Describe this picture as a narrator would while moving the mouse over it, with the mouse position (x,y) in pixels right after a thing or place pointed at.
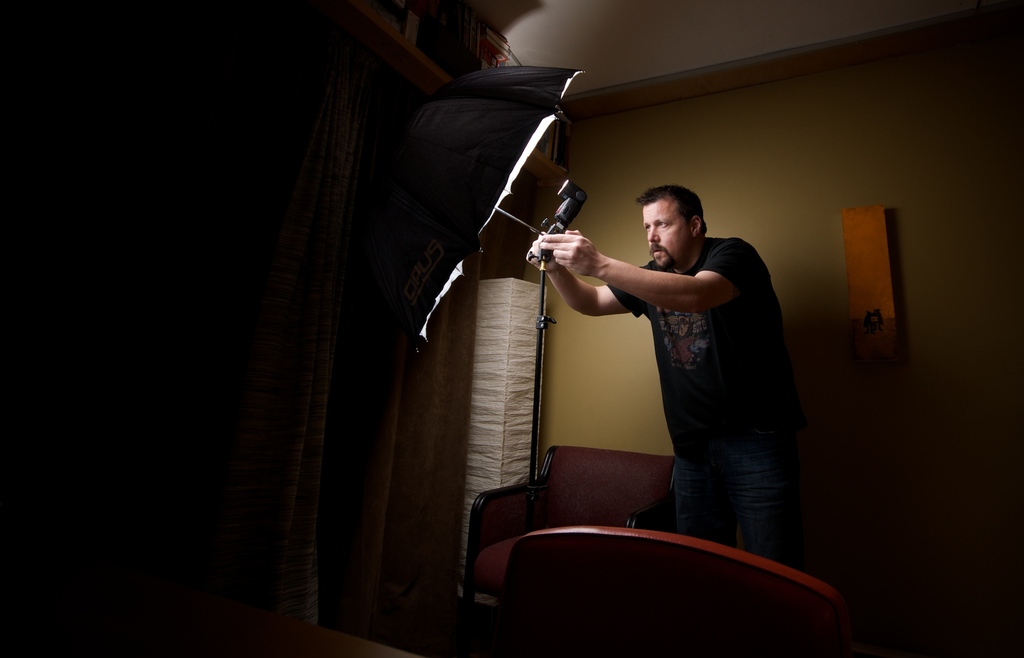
In this picture we can see a man (663,321) who is holding an umbrella (445,188). These are the chairs (612,621) and there is a wall (840,161).
